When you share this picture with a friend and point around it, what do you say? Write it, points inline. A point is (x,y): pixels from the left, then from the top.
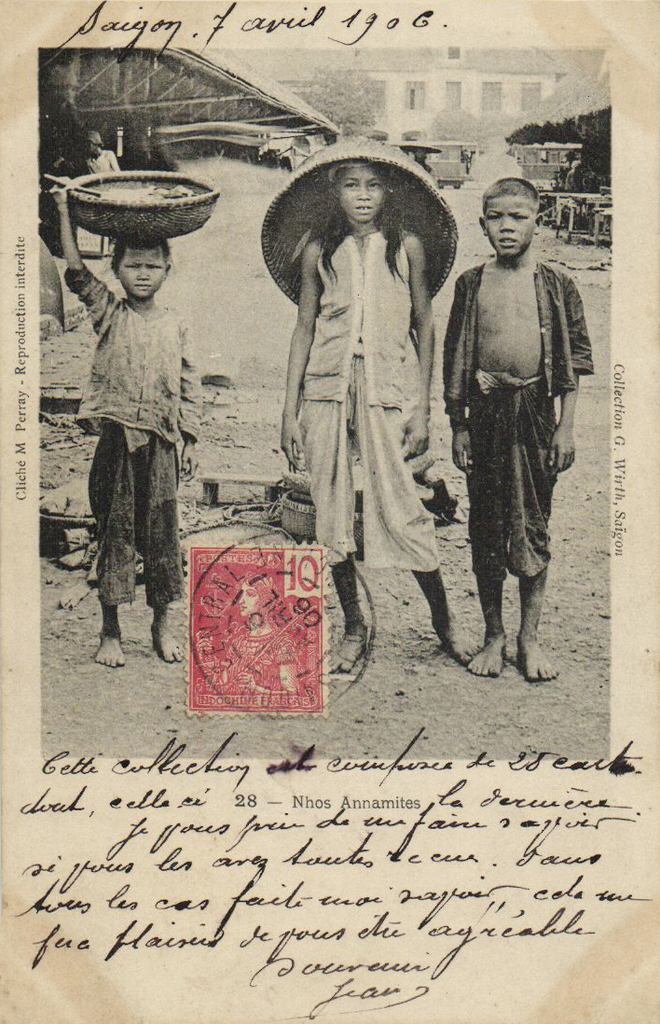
In this image I can see it looks like a post card (399,711), in this in the middle (410,553) a girl (353,262) is standing and wearing the hat (292,286). Beside her two boys (467,404) are standing, at the bottom (285,775) there is the matter (282,892).
